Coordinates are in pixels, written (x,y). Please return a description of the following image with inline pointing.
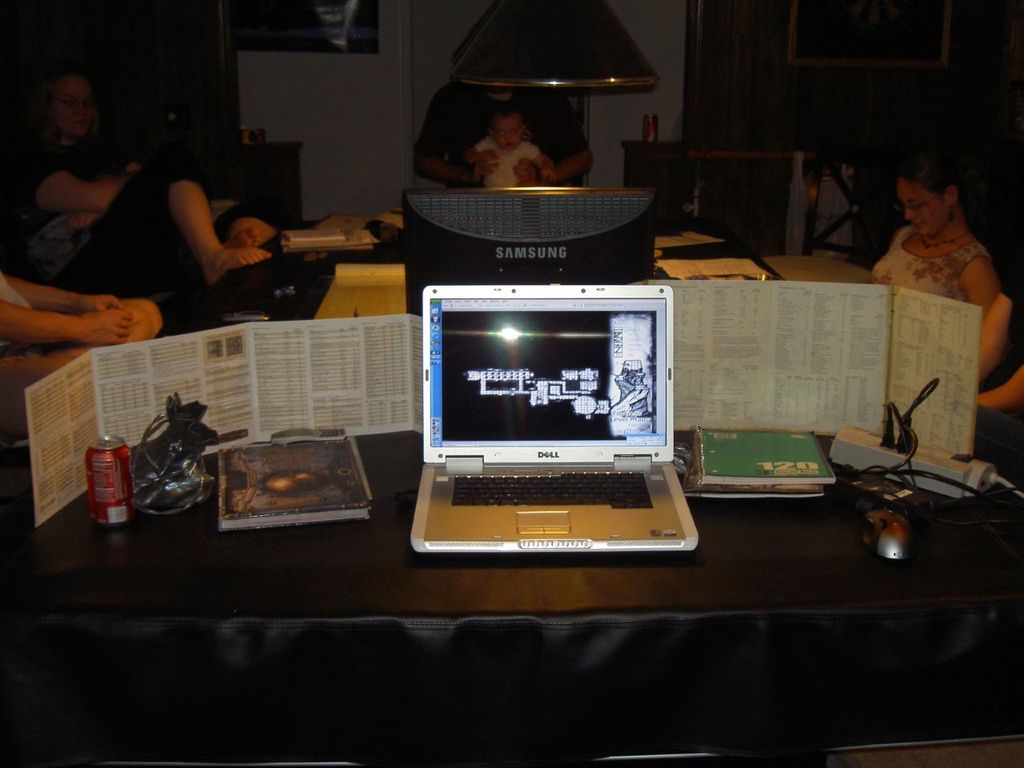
In the picture we can see a desk (842,480) on it, we can see a laptop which is opened and besides it, we can see some books (824,480) and some switch board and on the other side, we can see a coke tin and behind the desk (109,616) we can see another table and a computer system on it and near to it we can see some people (67,166) are sitting and one man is holding a baby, and behind him we can see a wall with a door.
